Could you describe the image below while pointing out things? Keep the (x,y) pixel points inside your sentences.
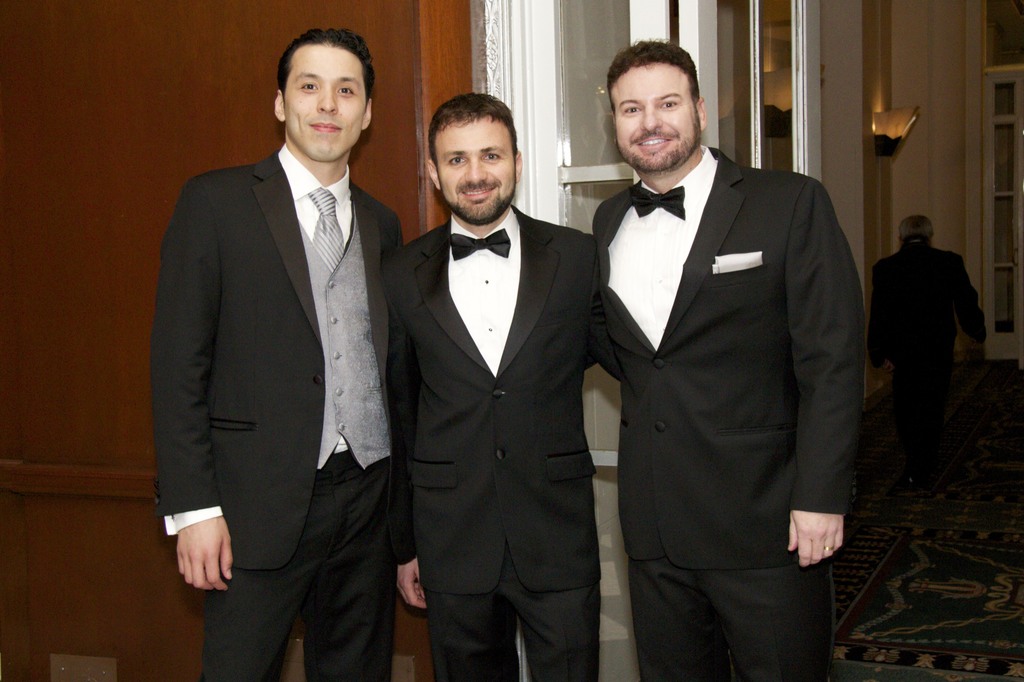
This picture describes about group of people (847,352), in the middle of the image (516,278) we can see three men (716,361), they are smiling and they wore black color suits (270,374), behind to them we can see windows (708,83) and a light (881,136).
